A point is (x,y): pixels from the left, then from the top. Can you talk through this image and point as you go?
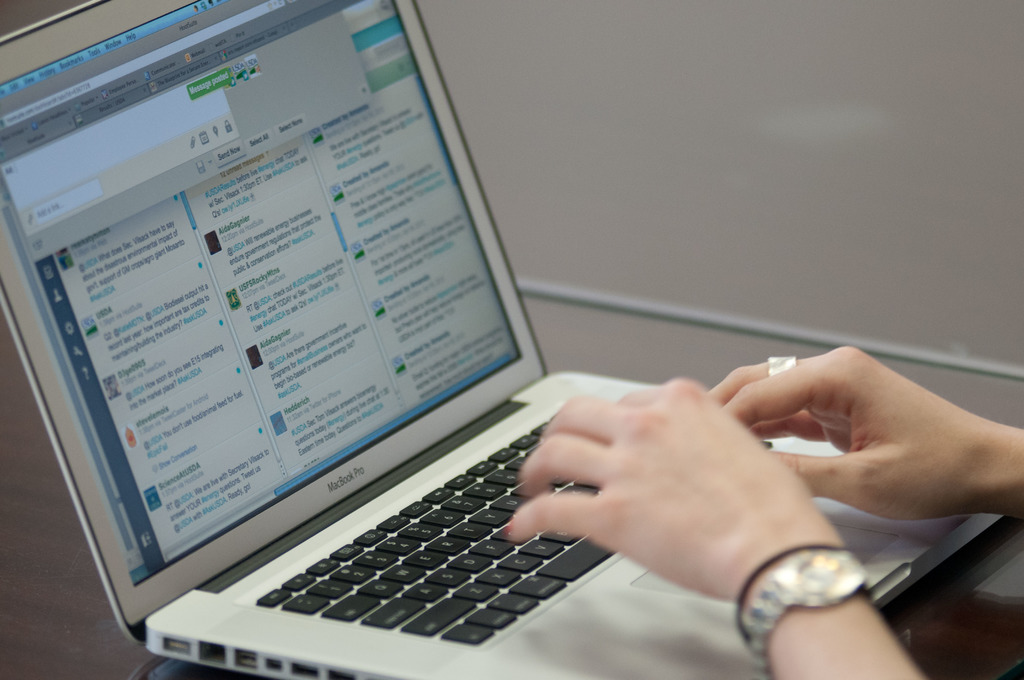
In this image in the center (434,356) there is a laptop (263,277). On the right side (761,526) there are hands (913,465) of the person (875,509) and there are some text (276,320) displaying on the screen (227,312) of the laptop (256,297).
